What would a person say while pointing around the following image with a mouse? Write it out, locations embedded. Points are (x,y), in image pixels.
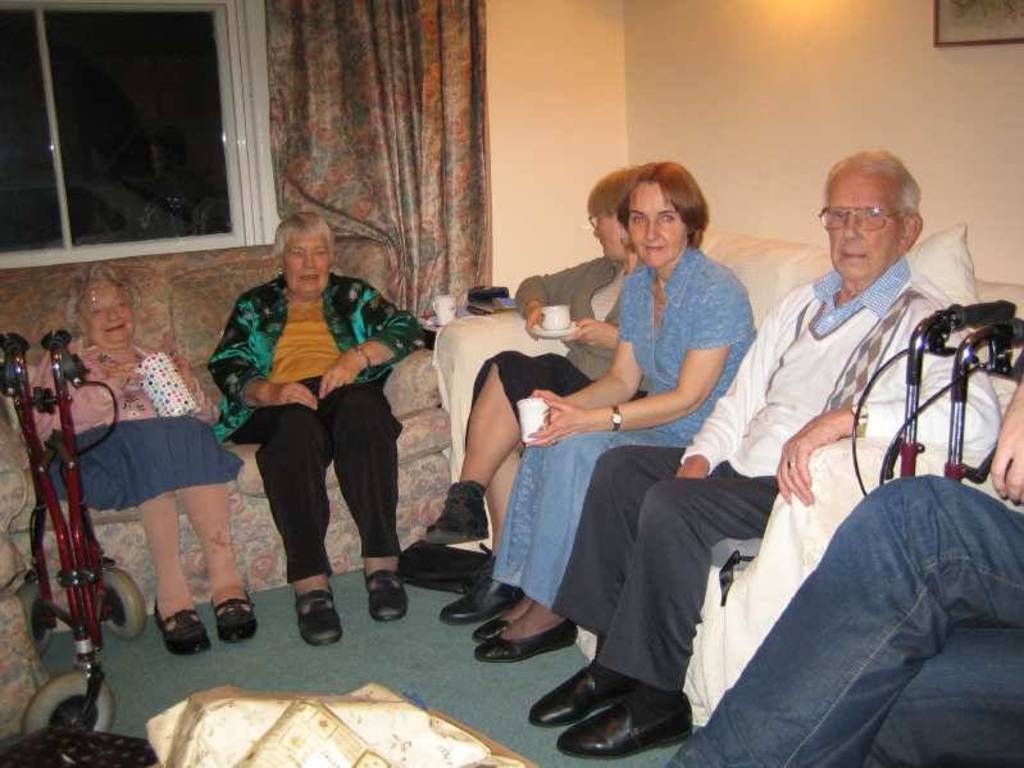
In this image I can see number of persons (368,390) are sitting on couches (815,568) which are white and cream in color. I can see all of them are wearing footwear (489,633). In the background (675,99) I can see the cream colored wall (698,77), a photo frame (970,31) attached to the wall (910,25), the curtain (476,67) and the window (133,123).
